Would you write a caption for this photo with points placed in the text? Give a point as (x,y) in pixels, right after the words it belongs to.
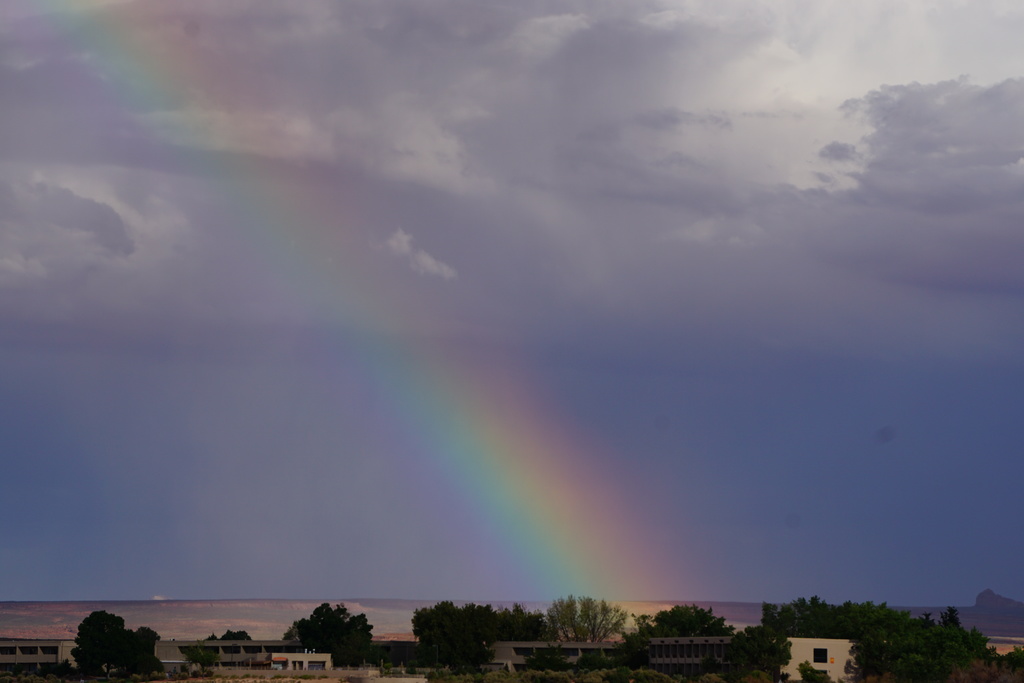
In this image we can see some buildings (163,659), one mountain (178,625), some trees (643,641), bushes (65,674), plants (553,662) and grass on the surface (218,611). At the top (236,76) there is the cloudy sky (577,385) with rainbow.
